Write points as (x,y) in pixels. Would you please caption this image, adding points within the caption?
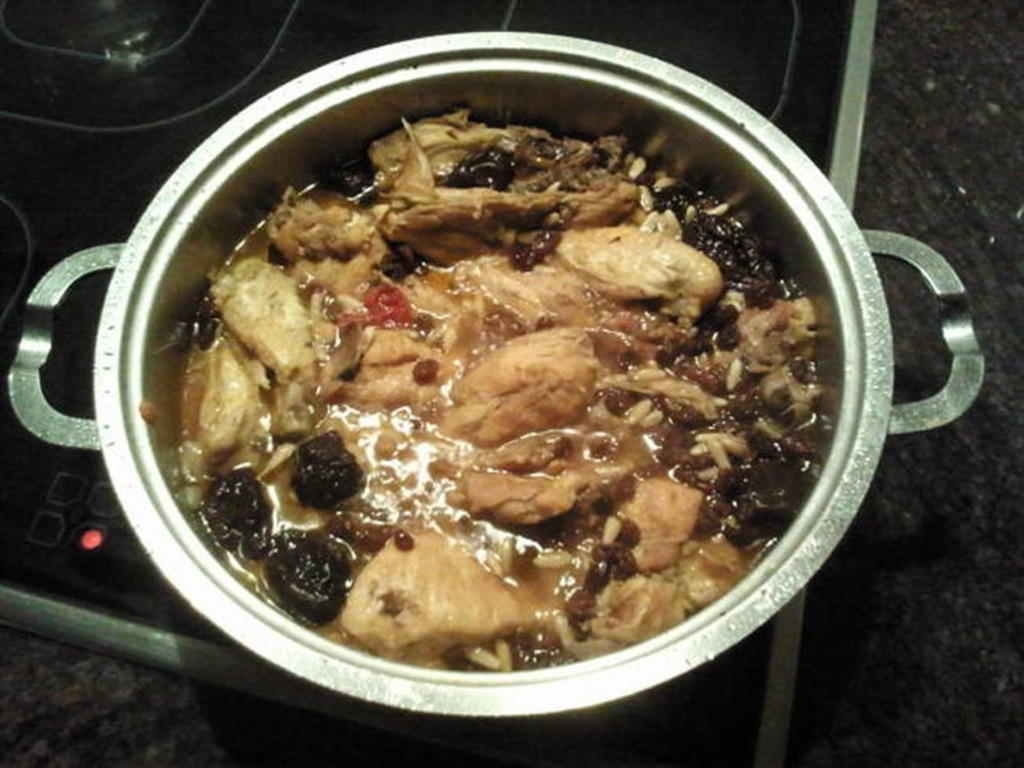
In this image we can see a food item (477,484) is kept in steel a container (363,664) on the induction stove (284,688).
